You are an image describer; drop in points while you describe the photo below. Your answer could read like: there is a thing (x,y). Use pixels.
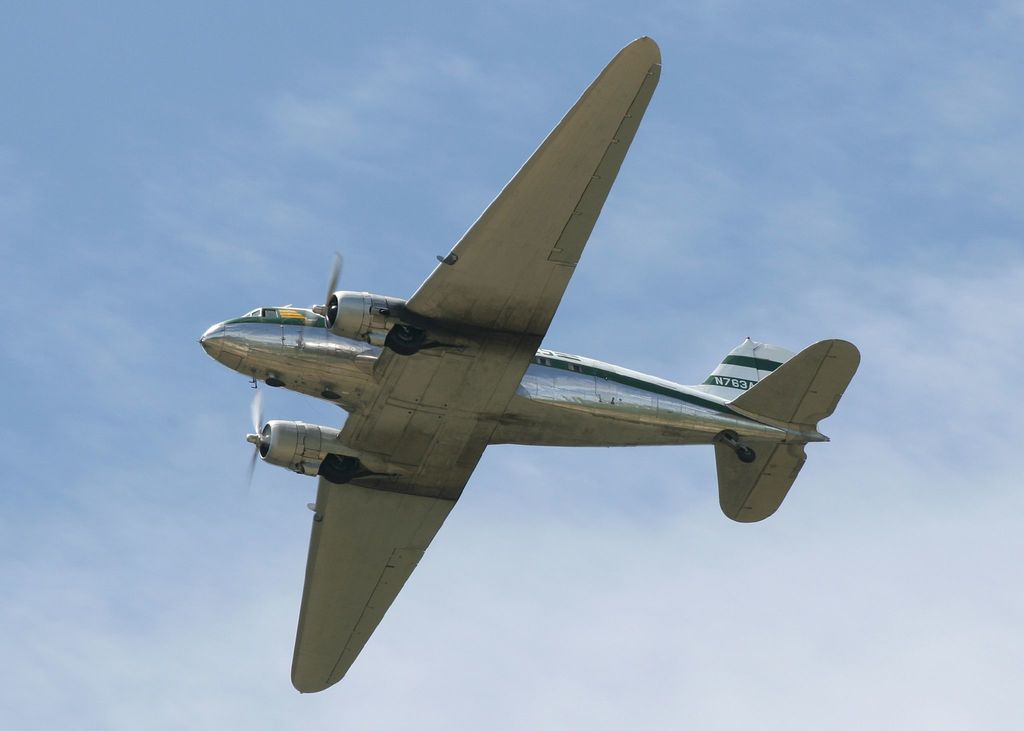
In this image I can see in the middle (441,463) an aeroplane (396,366) is flying in the sky (496,480).
